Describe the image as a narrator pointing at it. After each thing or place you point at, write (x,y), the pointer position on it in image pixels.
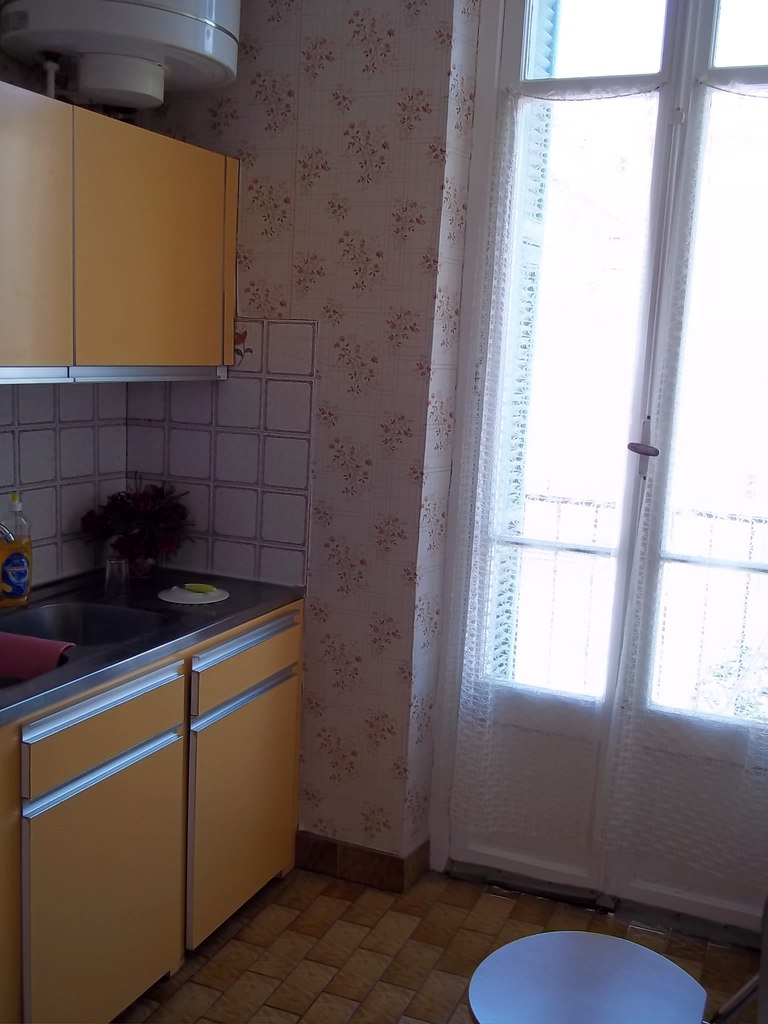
On the left (12,575), there is a bottle (27,563), a plant (147,500) and a sink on the table (158,614) which is having cupboards (193,716). Above this table (138,740), there are cupboards (147,143) attached to the wall (269,180). On the right side (735,857), there is a window (744,719) having white color curtains (565,206) and there is an object (540,975) on the floor (457,952).
